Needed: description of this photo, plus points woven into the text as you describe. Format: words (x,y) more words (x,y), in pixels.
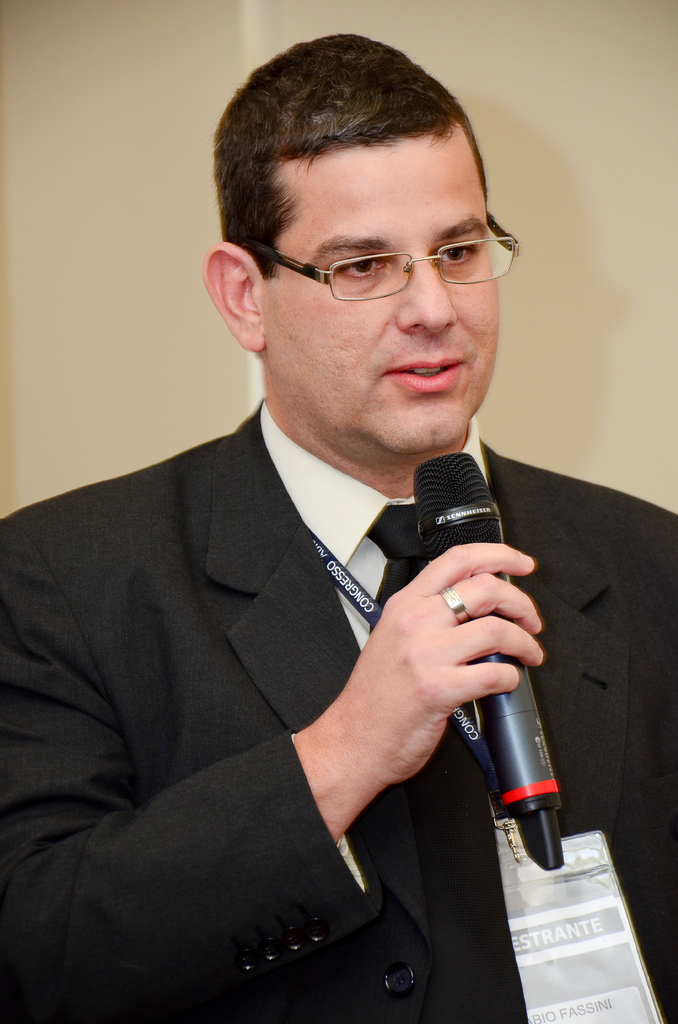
A man (353,553) in black color suit (260,715), wearing spectacle (439,254), white color shirt (363,510) and tie (398,537), holding a mic (454,506) and talking. In the background (82,103), there is a wall (235,62).
